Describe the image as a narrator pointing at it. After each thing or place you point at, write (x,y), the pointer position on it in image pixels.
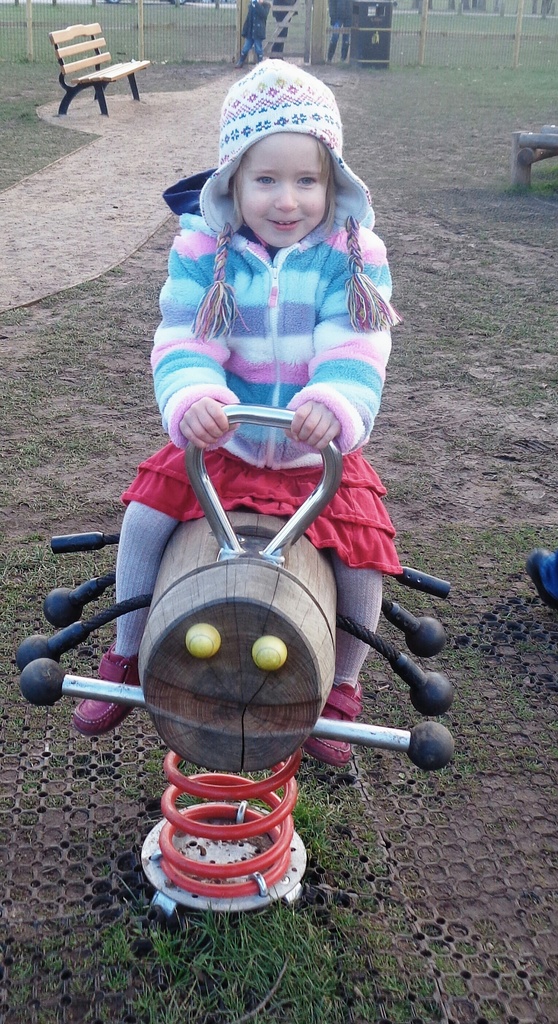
In this picture we can see girl (209,308) wore sweater (327,306), cap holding some toy vehicle handler (213,520) and this is placed on ground (443,368) and in background (348,52) we can see bench (91,80), fence (193,34), path (191,112), some persons (261,53).
